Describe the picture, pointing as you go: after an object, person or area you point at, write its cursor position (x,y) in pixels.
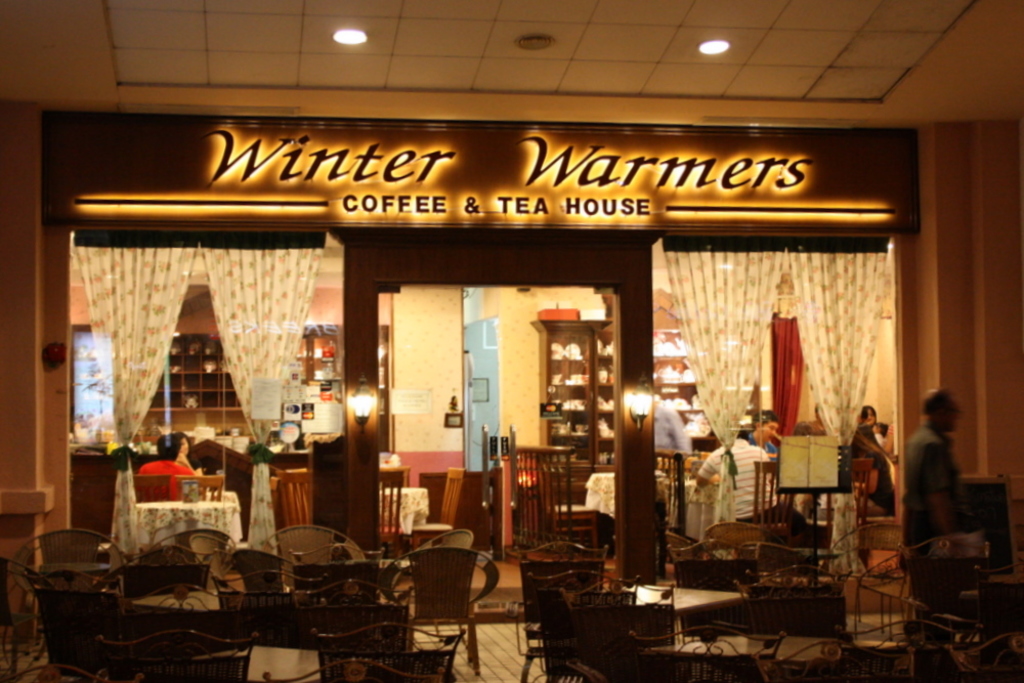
At the top (746,56) we can see ceiling (237,37) and lights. This is a store (312,469). Here we can see cupboards (180,398), tables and chairs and few people (187,435) are sitting on the chairs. These are curtains (267,376). Near to the store (485,464) we can see empty chairs (126,647) and tables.
